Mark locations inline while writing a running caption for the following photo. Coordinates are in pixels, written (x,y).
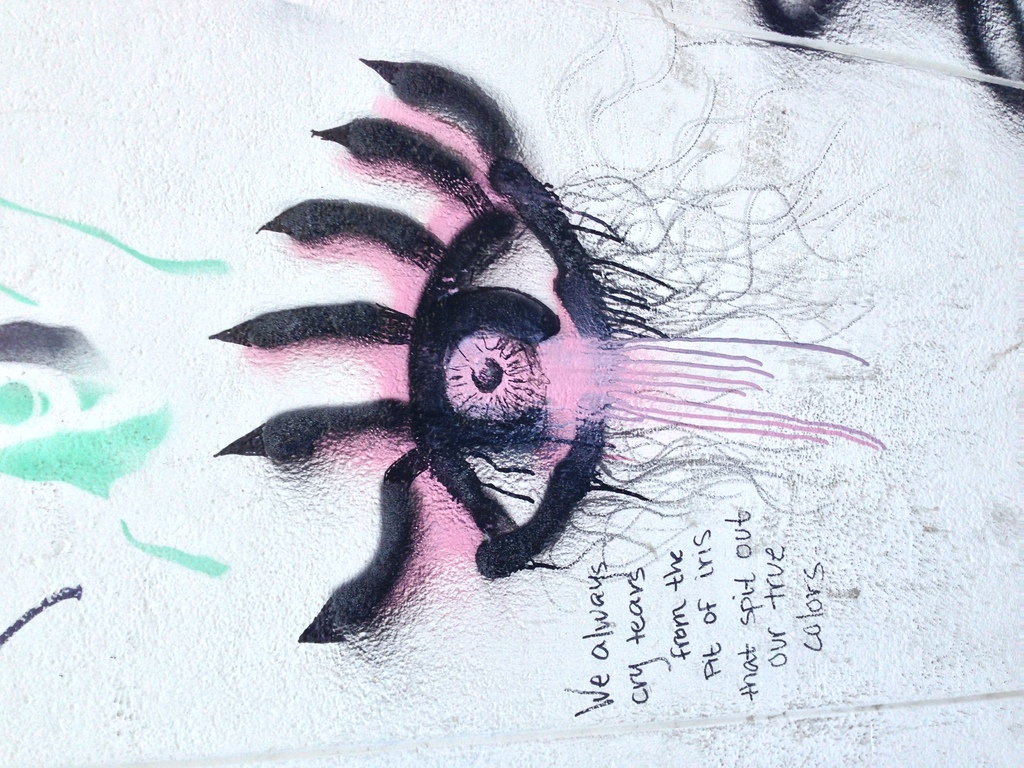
It looks like a painting with a white background (85,23). There is some text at the bottom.
